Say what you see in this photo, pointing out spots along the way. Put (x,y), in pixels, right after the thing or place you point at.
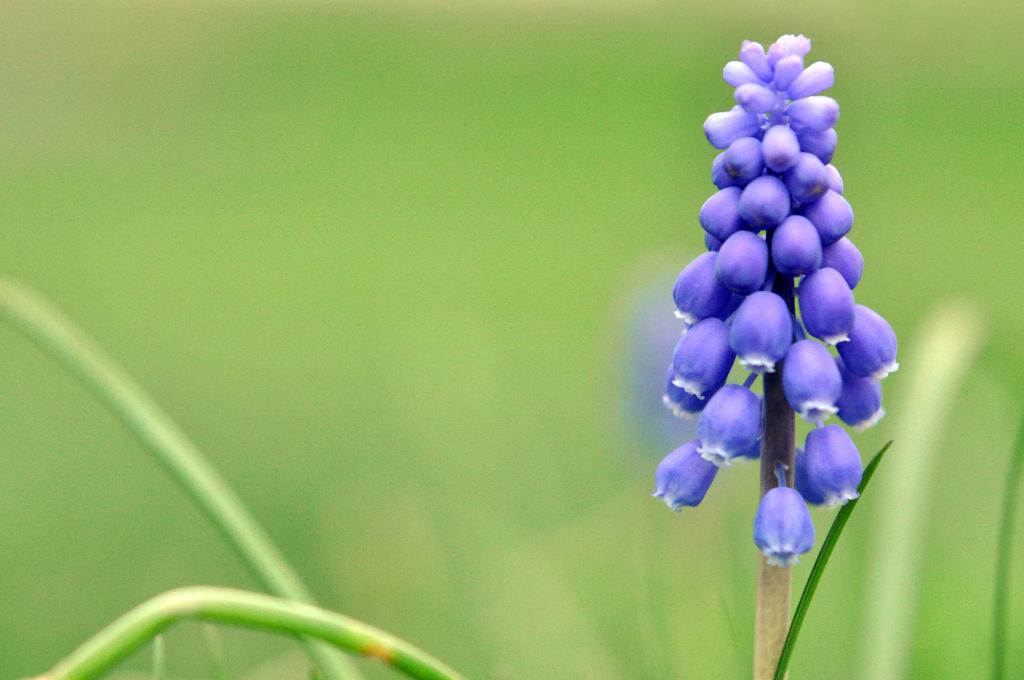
In this image we can see blue color flowers (822,255) on a stem (790,629) of a plant (788,637).
